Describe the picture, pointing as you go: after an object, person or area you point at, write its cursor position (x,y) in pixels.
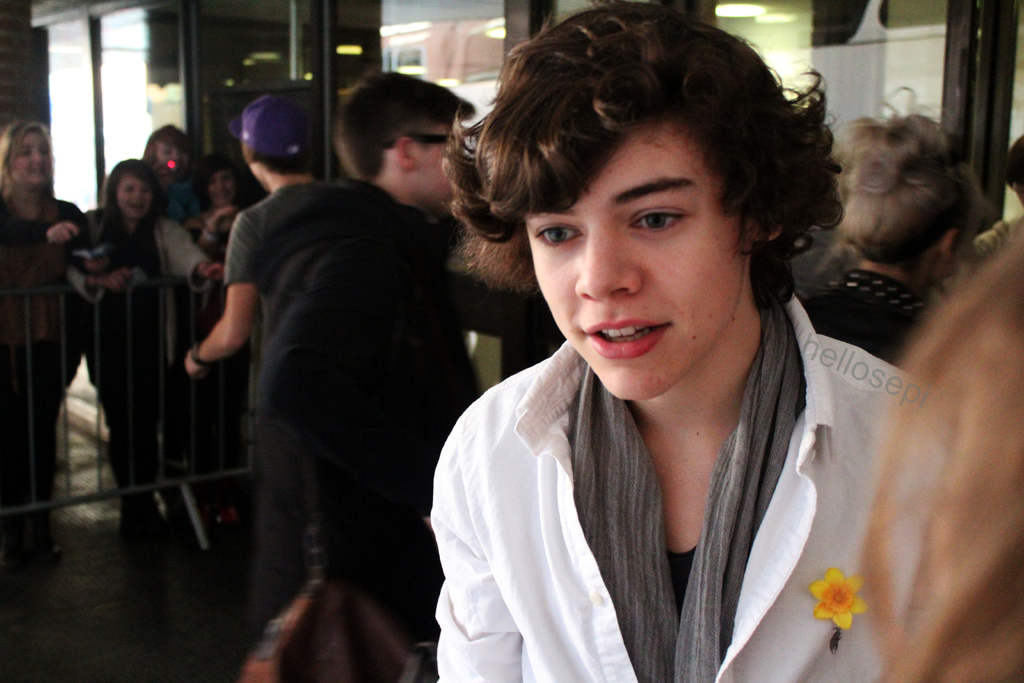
In this picture I can observe some people (298,266). There are men (447,342) and women (17,150) in this picture. The background (133,47) is blurred.
